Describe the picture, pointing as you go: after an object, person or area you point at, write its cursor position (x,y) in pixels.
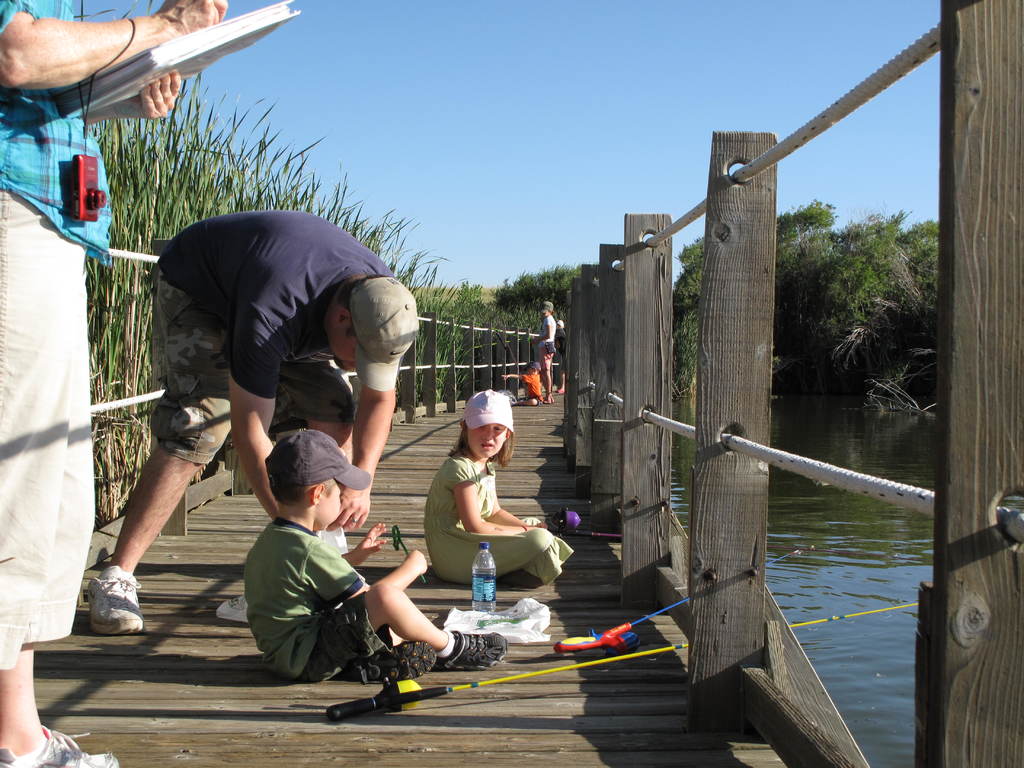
In this picture we can see a wooden bridge (506,364) and on the bridge (428,592) there are three people (76,353) are standing and three kids (461,488) are sitting and in front of the kids (457,551) there is a bottle (481,588), sticks (570,666), cover (529,641) and water (837,526). Behind the people (374,325) there are trees (689,260) and a sky (538,125).
